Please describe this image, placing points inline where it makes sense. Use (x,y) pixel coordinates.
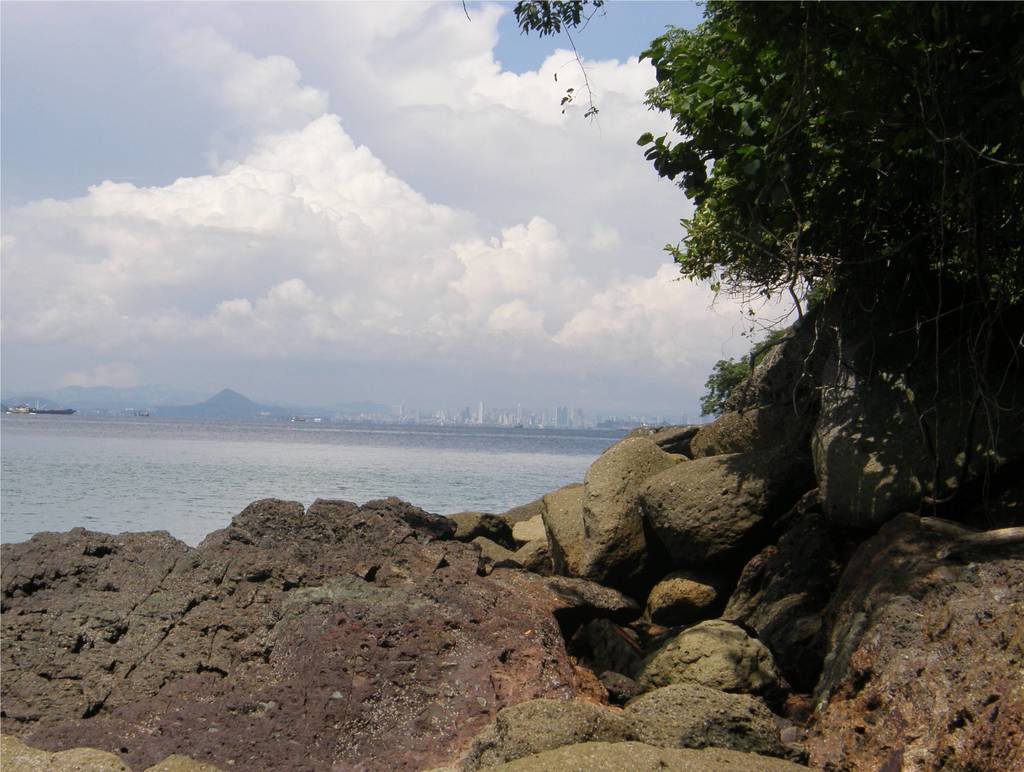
In this picture we can see a few rocks (673,533) from left to right. There is a tree (799,209) on the right side (727,259). We can see water (195,468) and a few buildings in the background (434,441). Sky (283,260) is cloudy.
